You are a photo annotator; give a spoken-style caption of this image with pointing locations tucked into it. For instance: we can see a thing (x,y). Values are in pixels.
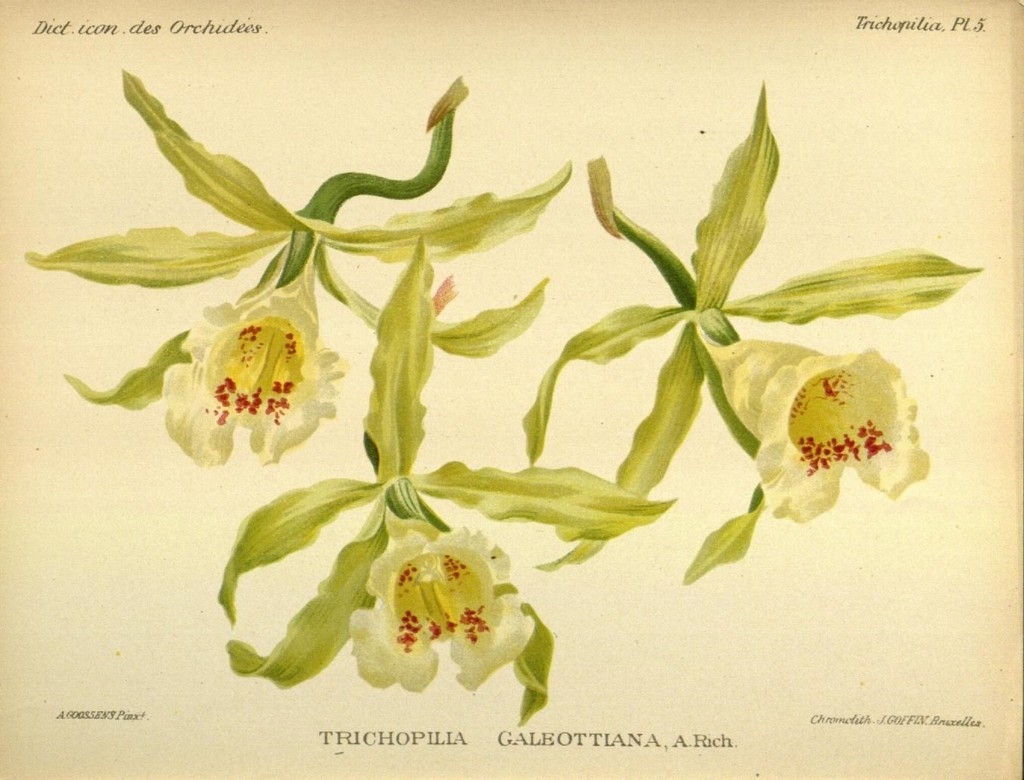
This picture might be a painting on the paper (900,600). In this picture, we can see flower (821,449) and green leaves (535,437).
